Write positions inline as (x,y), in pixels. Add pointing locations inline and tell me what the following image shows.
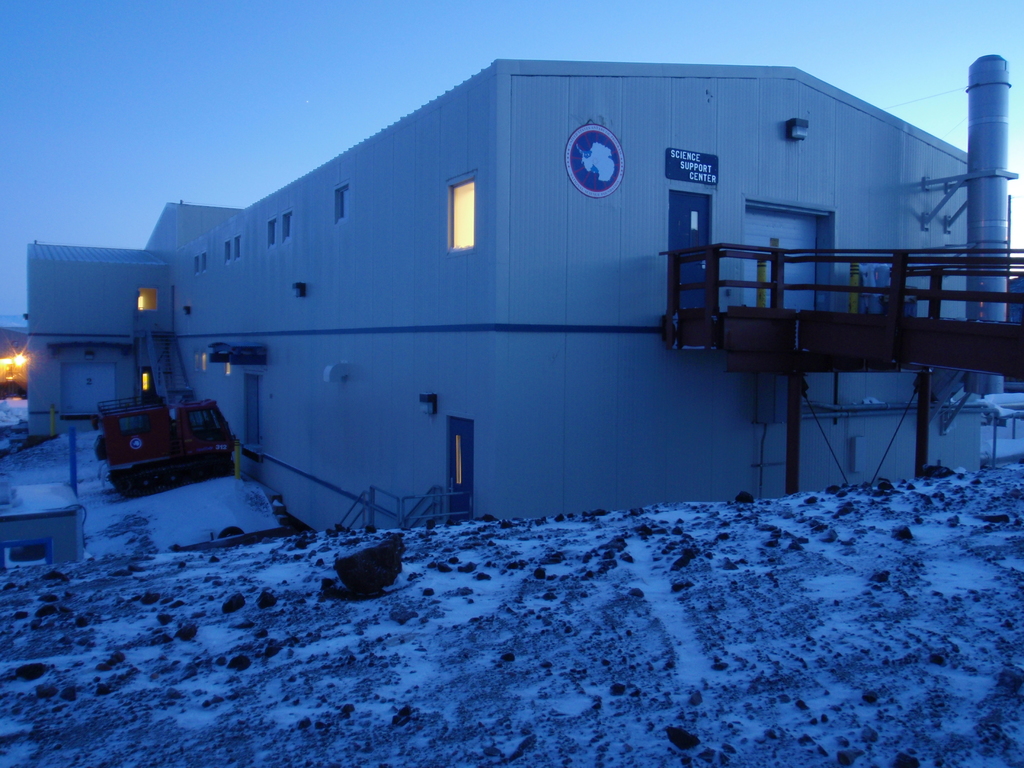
In this image, this looks like a building (336,240) with the windows (451,226) and doors (772,234). I think this is a bridge (982,327). This looks like a pipe (980,242), which is attached to the building wall (680,190). I can see the boards (611,175) and a lamp (797,128) are attached to the wall (457,290). Here is a vehicle (198,466), which is parked. I think this is the snow (177,495). These are the rocks (542,631).
